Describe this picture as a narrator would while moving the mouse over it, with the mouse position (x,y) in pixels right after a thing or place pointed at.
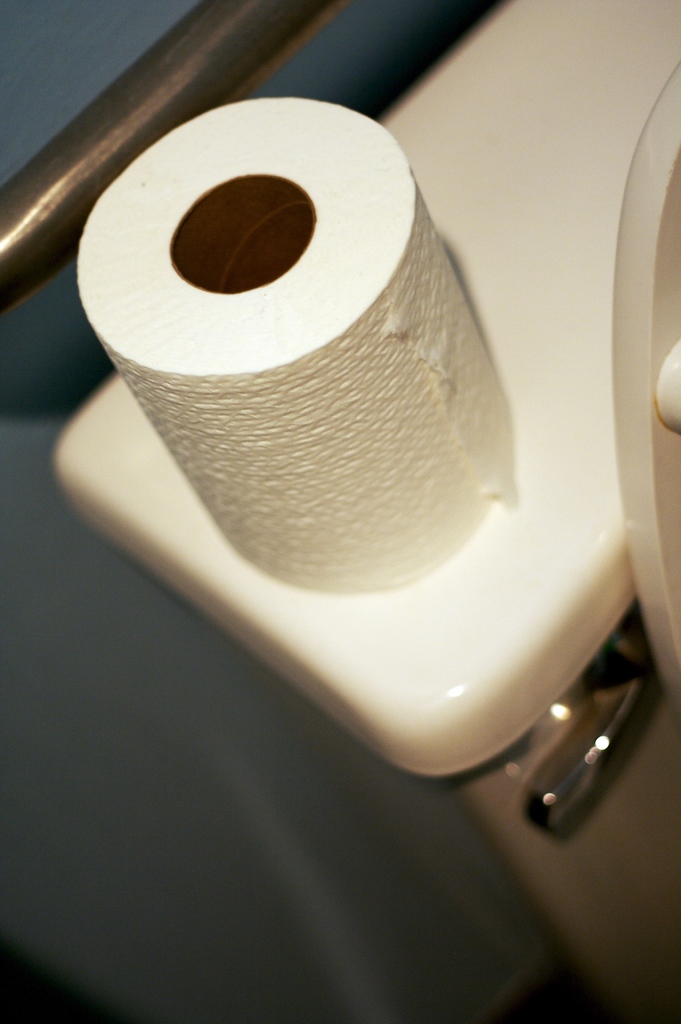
In this image we can see a tissue paper roll (407,170) on the object (671,671) which looks like a toilet (661,528).
